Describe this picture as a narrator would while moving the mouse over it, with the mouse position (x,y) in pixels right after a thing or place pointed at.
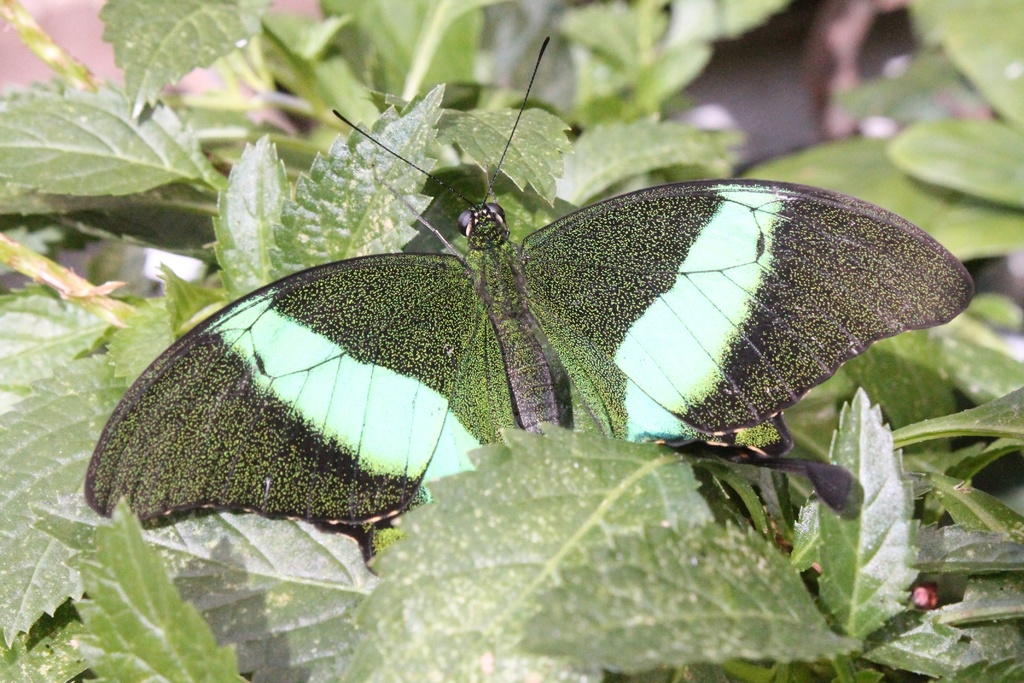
As we can see in the image there are plants (367,146) and butterfly (507,364).
